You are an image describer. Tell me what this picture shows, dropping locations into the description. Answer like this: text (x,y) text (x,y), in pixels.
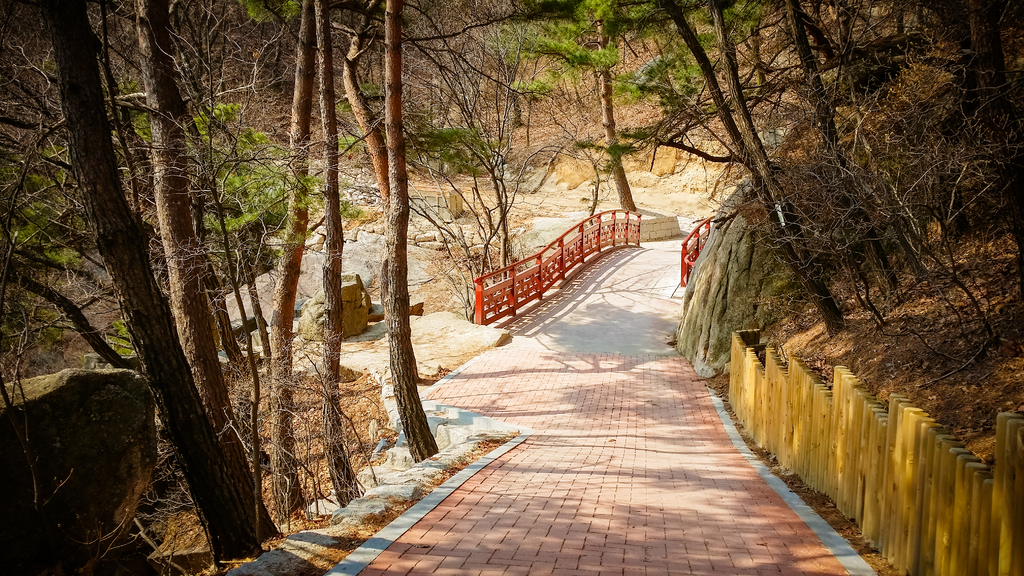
This picture is clicked outside. In the foreground (741,562) we can see the pavement (524,511) and the railings (785,408) and we can see the trees (235,335) and rocks (308,335). In the background (445,3) we can see the trees (584,18) and some other objects (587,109).
